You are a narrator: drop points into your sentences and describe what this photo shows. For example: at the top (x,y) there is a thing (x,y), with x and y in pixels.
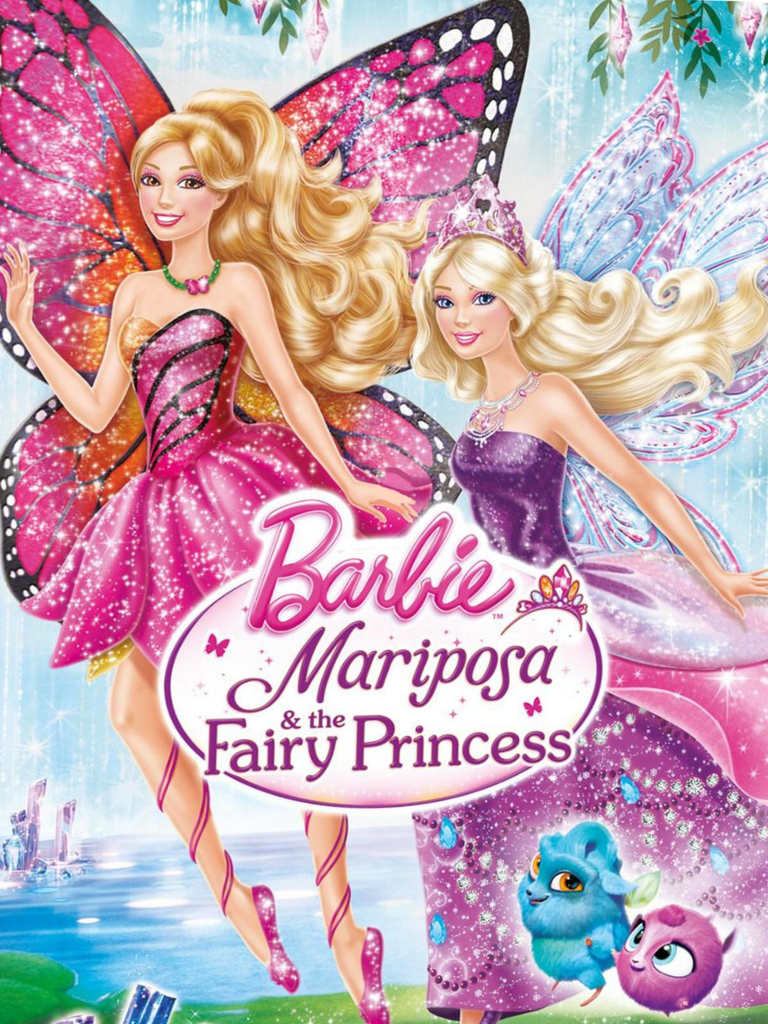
In this poster there are two cartoon girls (357,388) wearing pink dress (165,339). They are having wings (467,169). In the background (89,864) there is water body (82,867). These are two furry creatures (621,938).
